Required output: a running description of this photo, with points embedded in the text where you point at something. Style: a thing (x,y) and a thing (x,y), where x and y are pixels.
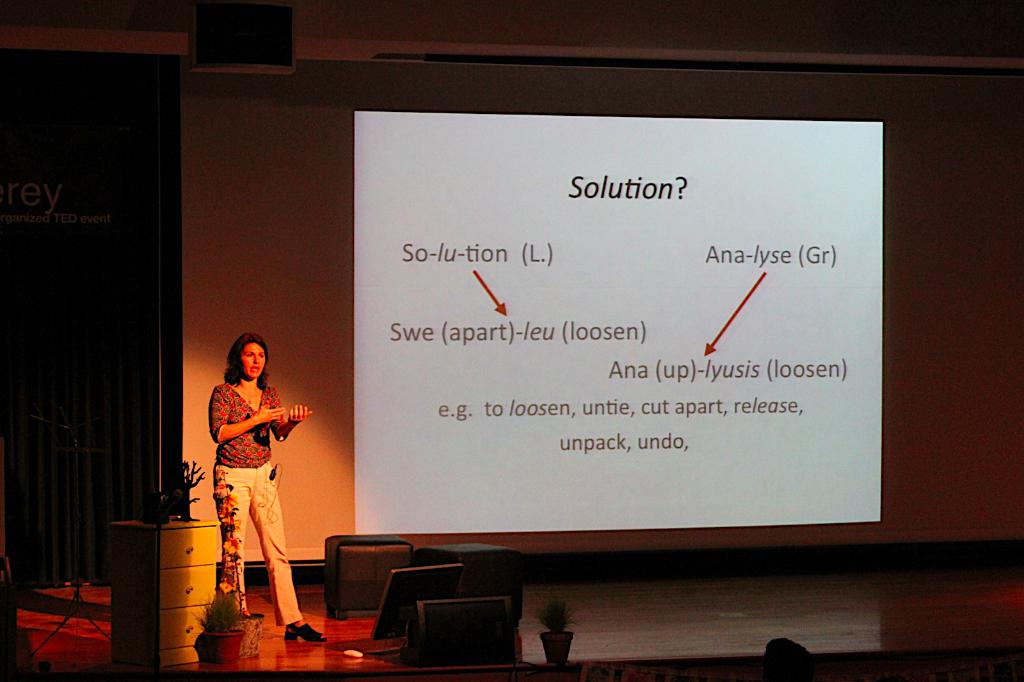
In this picture we can see a woman (240,517) is standing on the stage (284,661) and explaining something and on the stage (267,605) there are drawers (174,594) and other things (454,607). Behind the woman (248,476) there is a screen (422,261).
